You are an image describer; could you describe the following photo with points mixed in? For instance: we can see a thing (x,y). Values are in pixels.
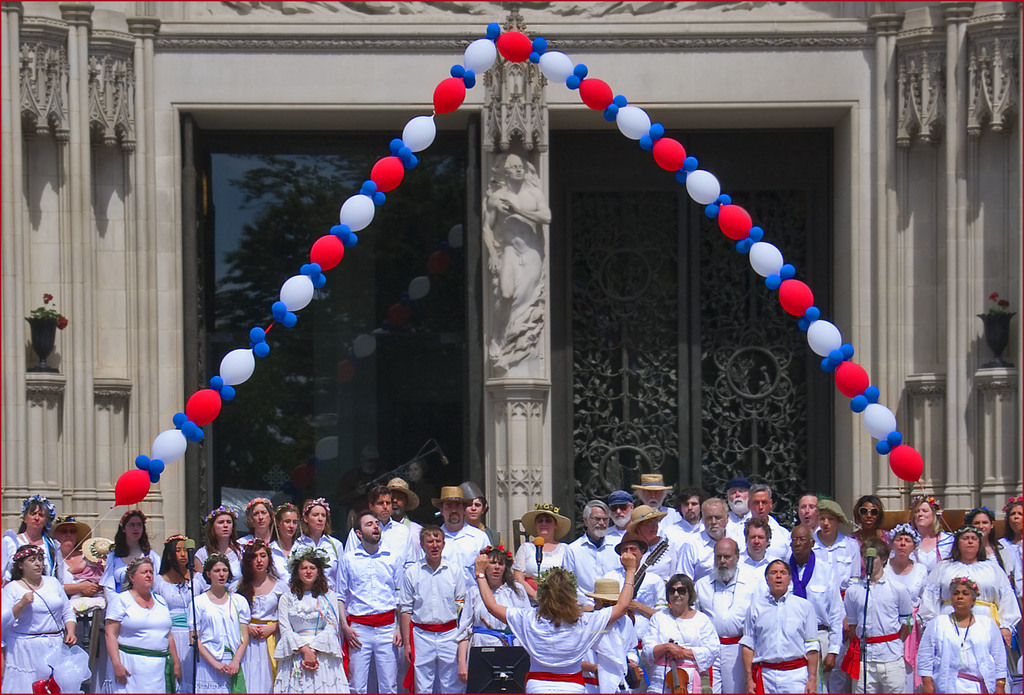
At the bottom of this image (626,545), there are persons (638,551) in the white color dresses (933,562), standing. Some of them are wearing caps (634,525). Above them, there are balloons (129,475) arranged like an arch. In the background (883,492), there is a sculpture (507,352) on a pillar (516,108) of a building (536,65) which is having a glass and iron doors (402,335).
